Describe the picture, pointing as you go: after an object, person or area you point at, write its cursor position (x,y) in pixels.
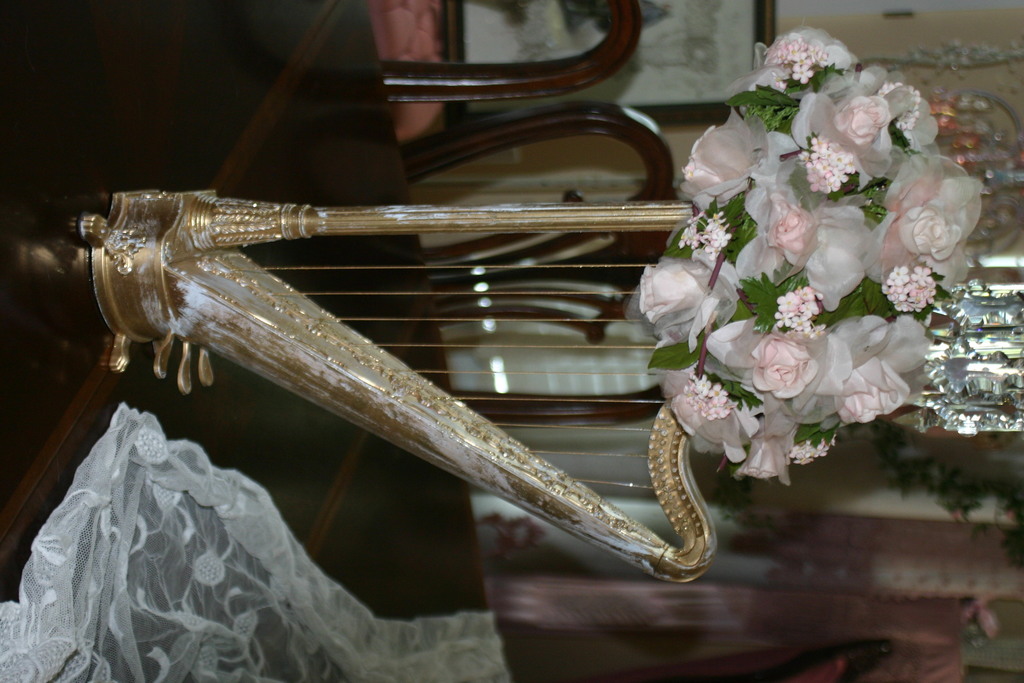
In the picture we can see a table (465,560) on it, we can see a musical instrument (593,500) with strings (616,482) and beside it, we can see a cloth (207,503) which is white in color and it is transparent and near the table (331,530) we can see some chairs (552,407) and in the background (593,475) we can see a wall (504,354).
